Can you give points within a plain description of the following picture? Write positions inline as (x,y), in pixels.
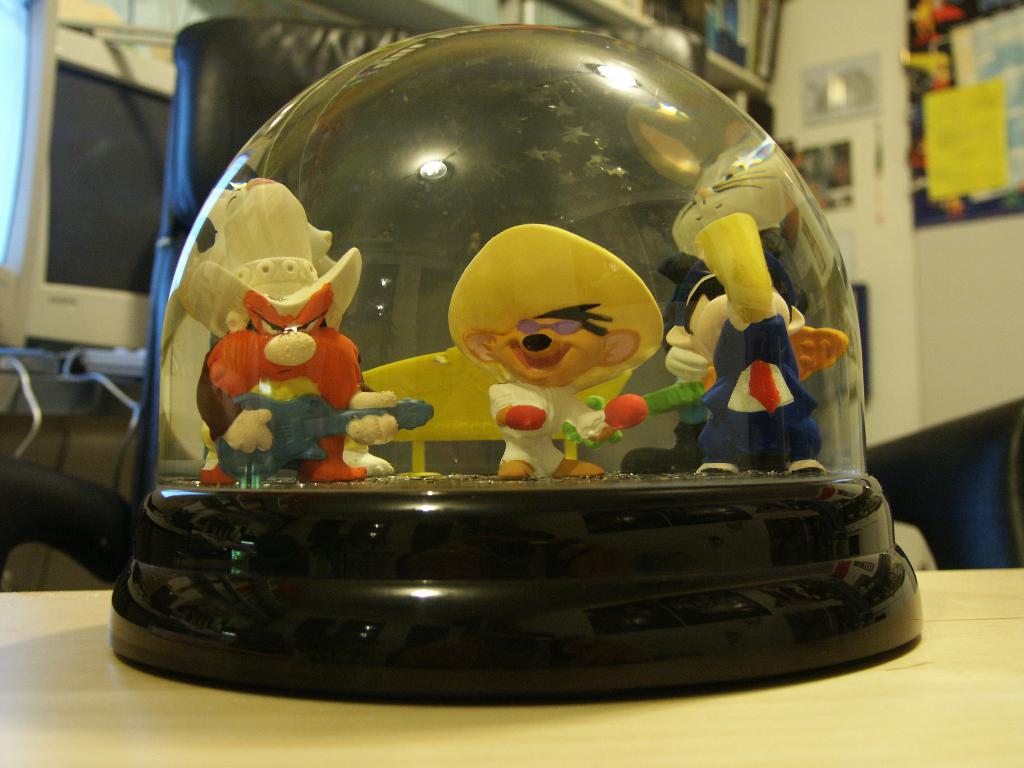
In this picture I can see the toy (606,427) in this glass (486,435) which is kept on the table (147,724). On the left (158,228) I can see the computer screen (100,162) and cables (40,417) on the table (83,389). On the right (949,454) I can see the black color couch (948,471). In the top right corner (840,159) I can see the posters (961,153) which are placed on the wall (907,211).
